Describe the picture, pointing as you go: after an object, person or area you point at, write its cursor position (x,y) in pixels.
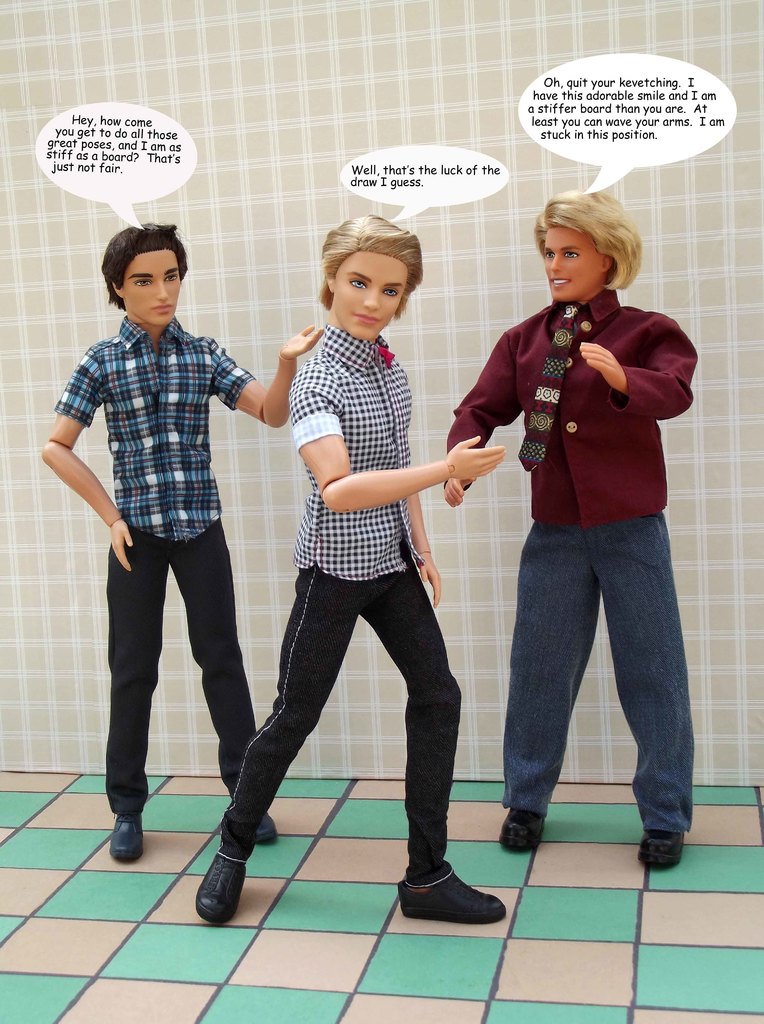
It is a graphical image. In the center of the image (331,602), we can see three dolls (338,555) are standing and they are in different costumes (209,475). Among them, we can see two dolls (464,416) are smiling. In the background (500,430) there is a wall (428,273) and some text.
